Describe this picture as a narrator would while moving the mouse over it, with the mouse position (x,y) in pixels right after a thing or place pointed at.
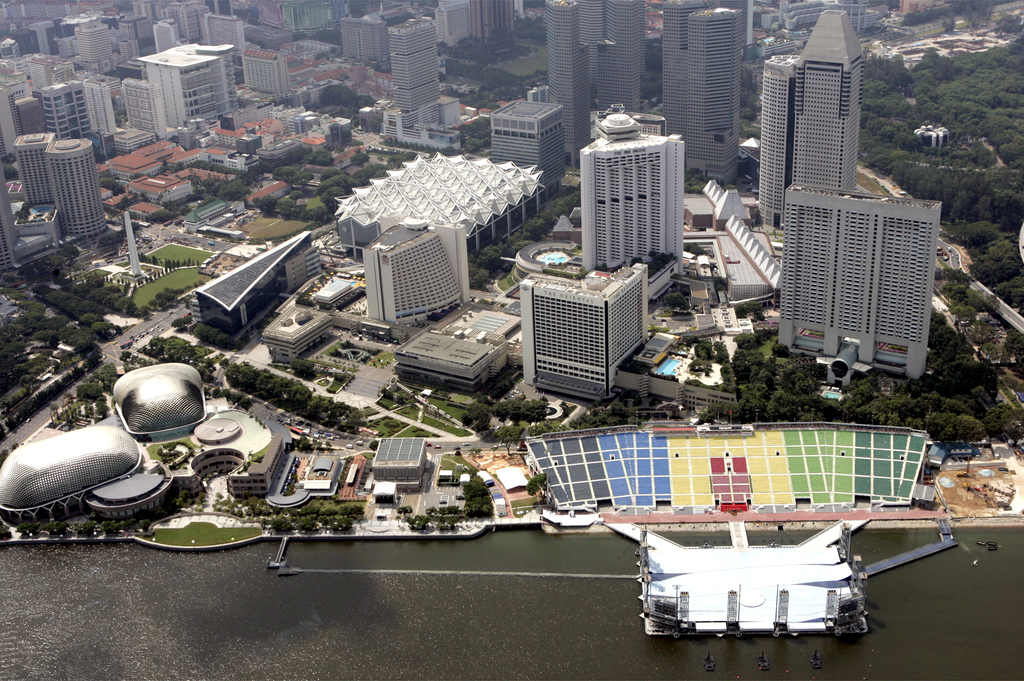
In this picture we can see water (605,616), objects (814,658), buildings (509,7), trees (1015,196), road (117,361), vehicles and grass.
